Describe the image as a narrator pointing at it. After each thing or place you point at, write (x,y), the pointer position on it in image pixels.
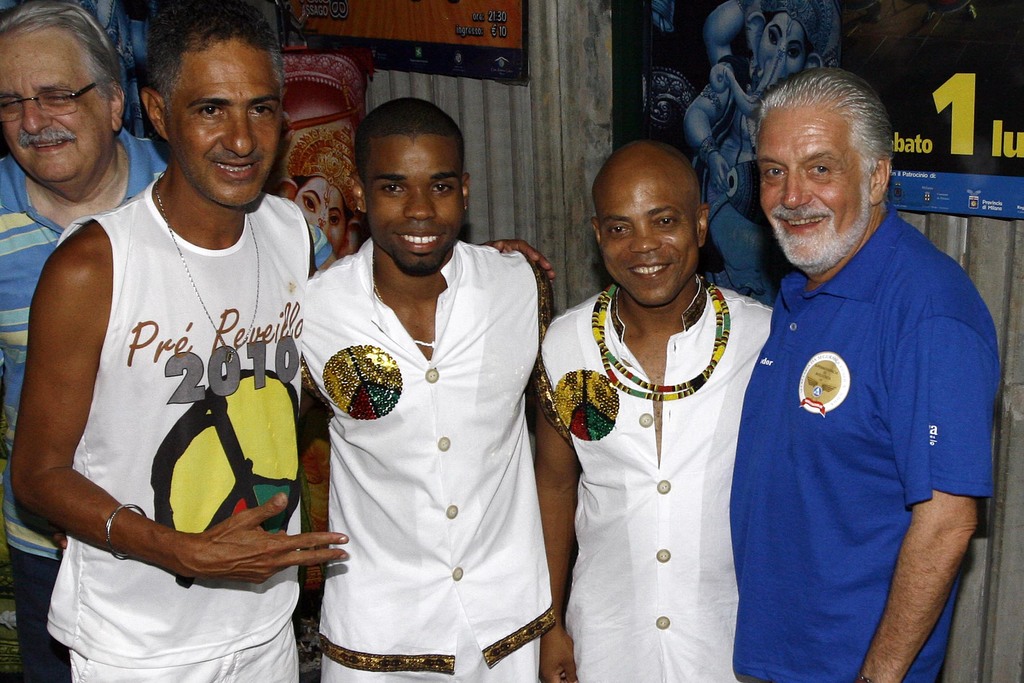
In the foreground of the picture (230,241) there are people (349,256) standing. In the center (581,335) there are three men (319,365) wearing white dress (474,582). In the background (543,132) there are posters (855,64) attached to the wall (521,143).
